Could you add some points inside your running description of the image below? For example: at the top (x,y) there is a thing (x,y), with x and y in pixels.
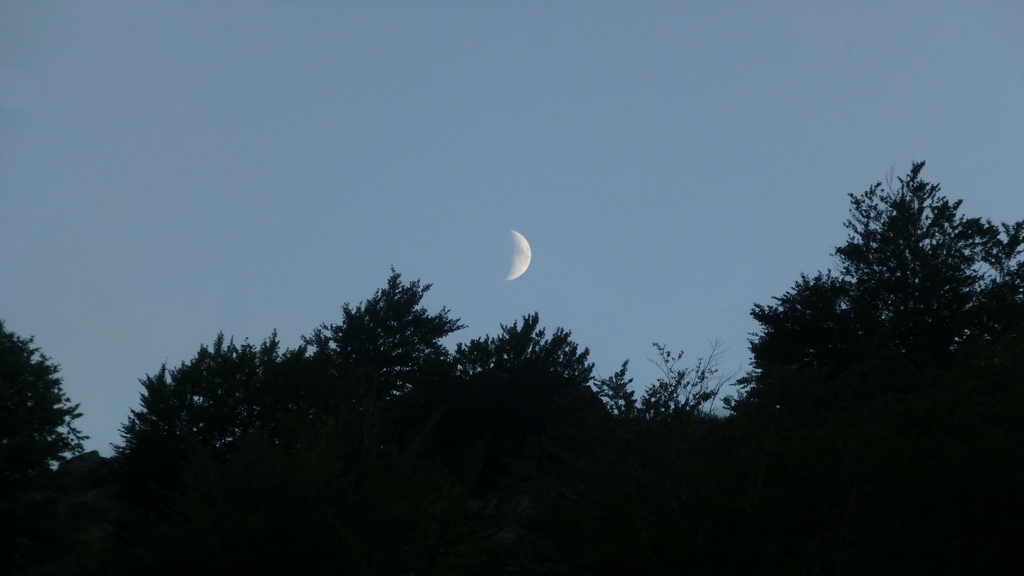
In this picture we can see some trees (425,434) at the bottom (85,427), there is the sky (578,235) and the moon (525,268) in the background (523,252).
